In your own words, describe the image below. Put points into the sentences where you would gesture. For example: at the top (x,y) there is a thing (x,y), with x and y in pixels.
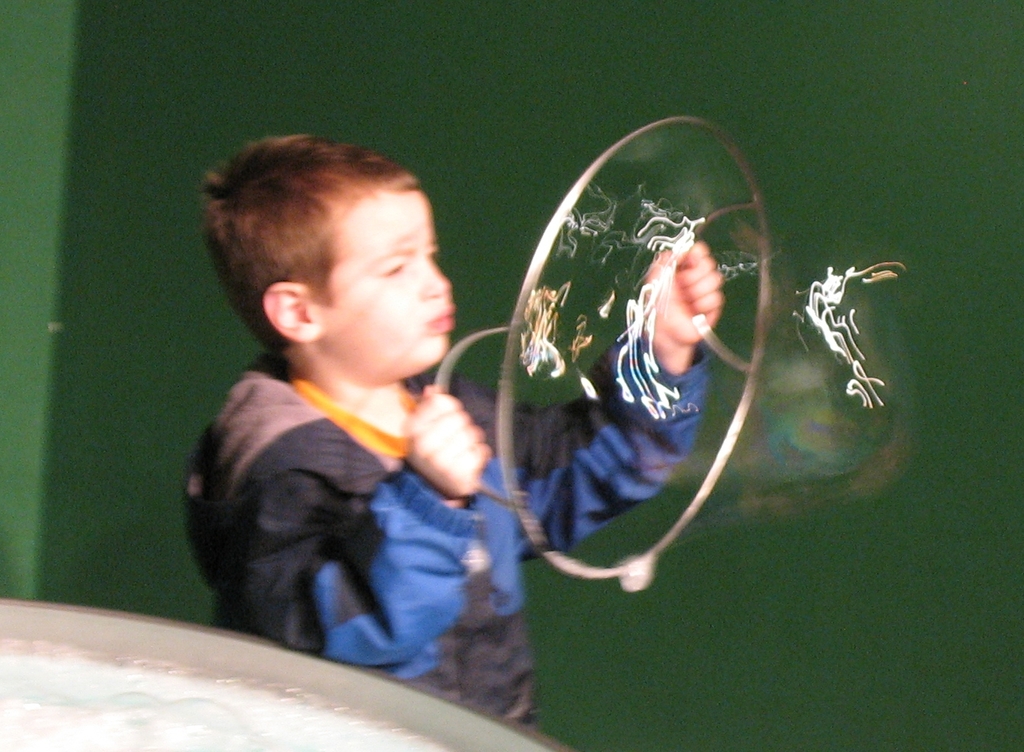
In the middle (646,371) I can see a boy (490,631) is holding an object (531,539) in hand (458,480). The background (640,531) is covered with green color. This image is taken may be during a day.
